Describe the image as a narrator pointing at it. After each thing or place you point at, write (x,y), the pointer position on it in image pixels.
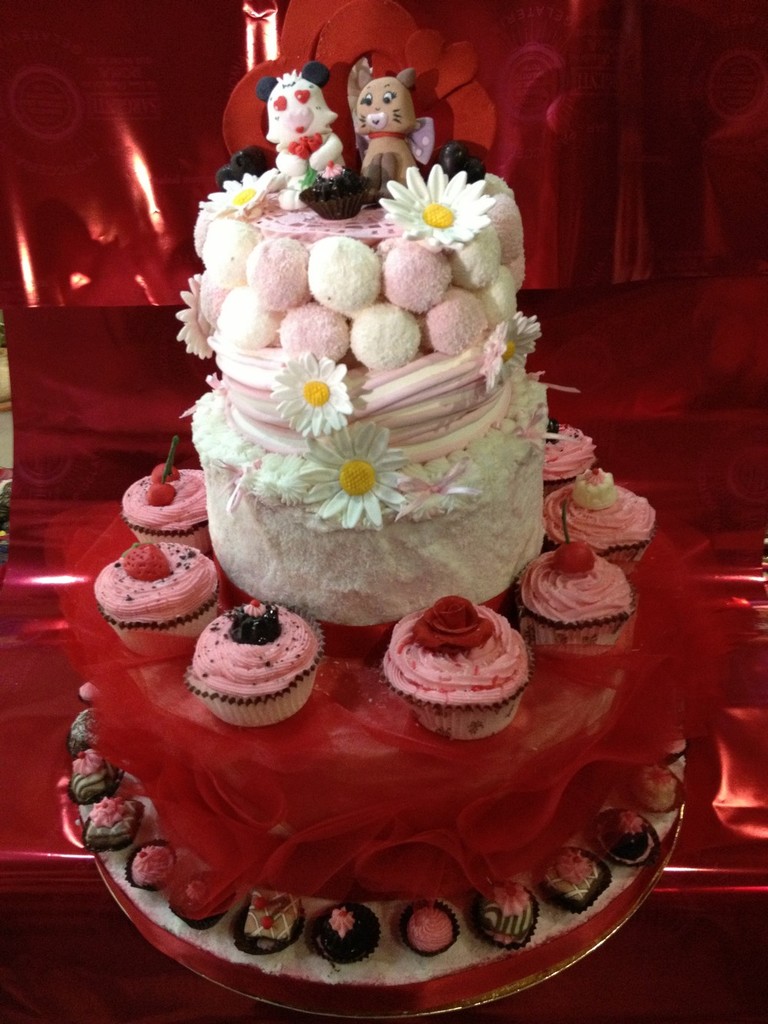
In this image we can able to see a cake (329,483), there are some cupcakes (561,560) around it and background (71,88) is red in color.
